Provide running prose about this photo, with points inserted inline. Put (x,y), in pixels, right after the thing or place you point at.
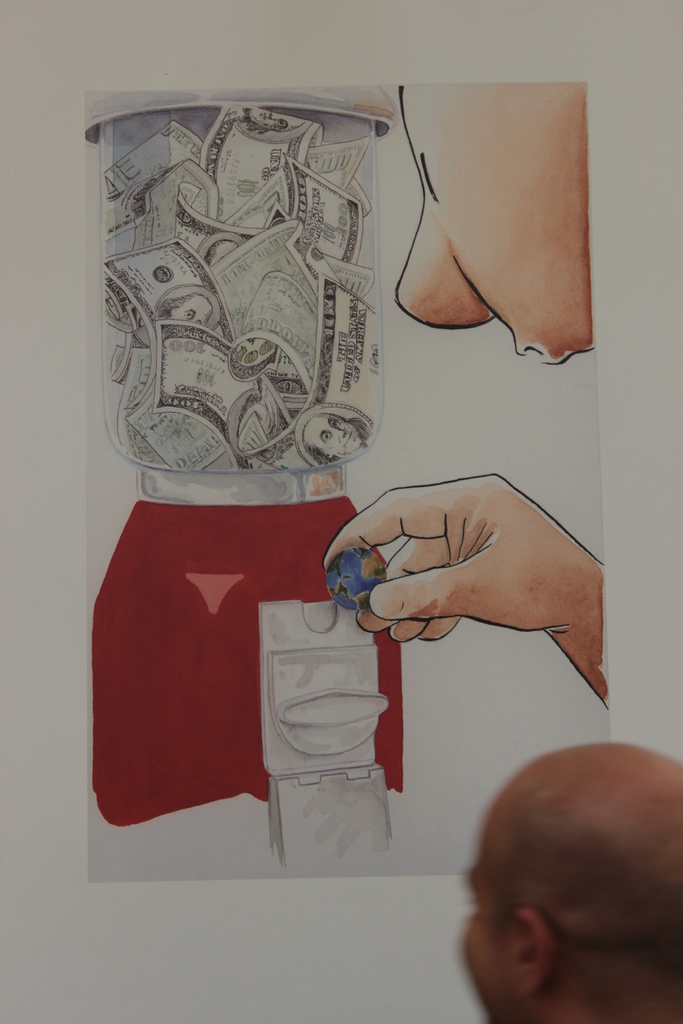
In this picture we can see a person's head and in the background (452,973) we can see a poster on the wall (236,931).
